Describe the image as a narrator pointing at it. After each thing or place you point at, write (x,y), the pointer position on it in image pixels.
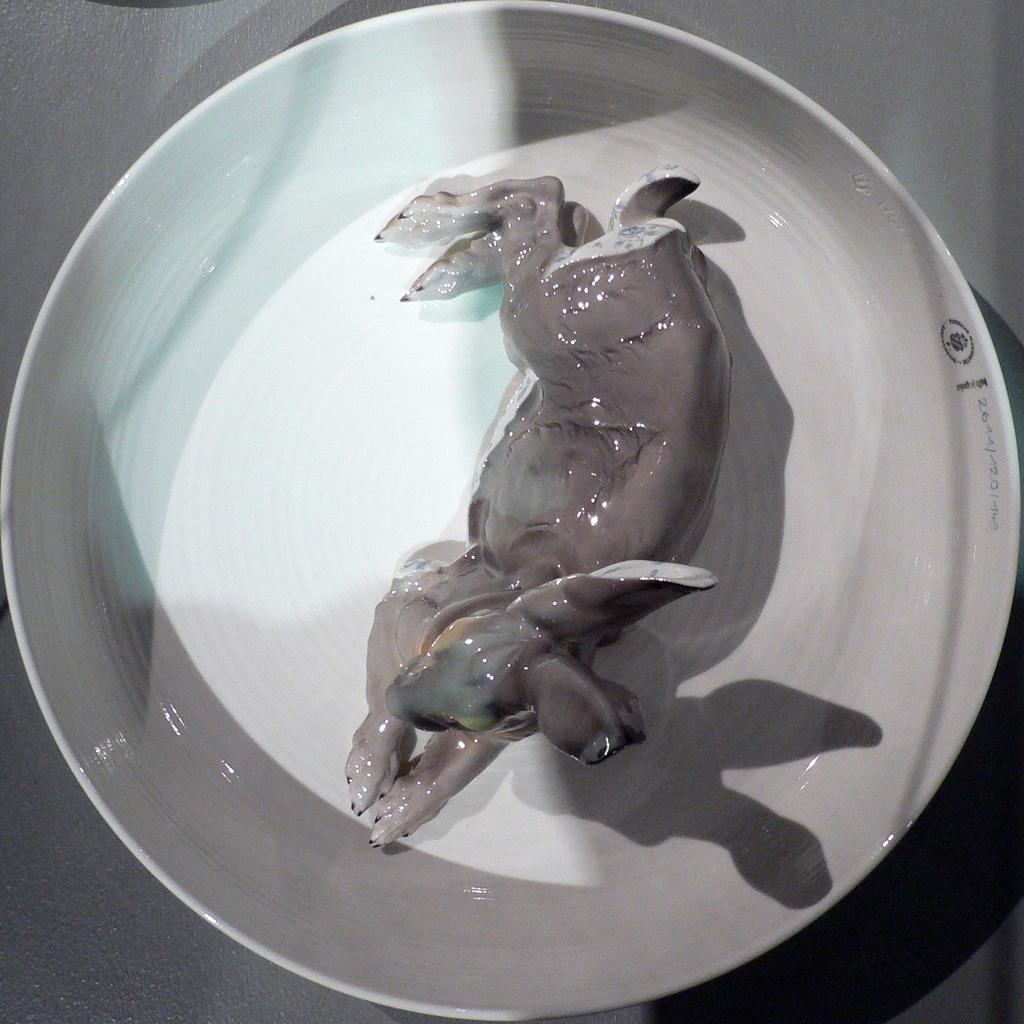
This image consists of an animal (664,523) kept in a bowl (612,768). The bowl (689,716) is in white color. The bowl (141,782) is kept on the table (134,999).
